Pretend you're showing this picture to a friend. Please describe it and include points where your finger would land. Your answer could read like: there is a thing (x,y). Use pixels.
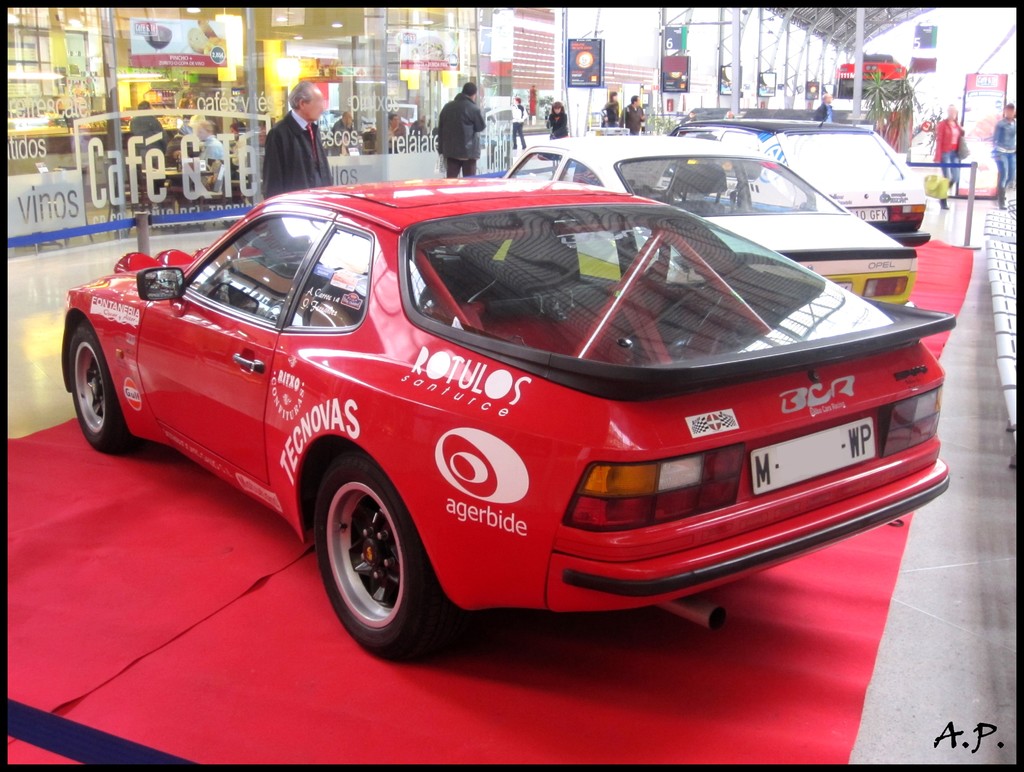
In the image in the center (488,323), we can see a few vehicles (550,313) on the carpet (286,535). And we can see a few people (291,188) are standing and holding some objects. In the background (573,121) there is a building (274,27), poles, banners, sign boards (429,67) and a few other objects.
